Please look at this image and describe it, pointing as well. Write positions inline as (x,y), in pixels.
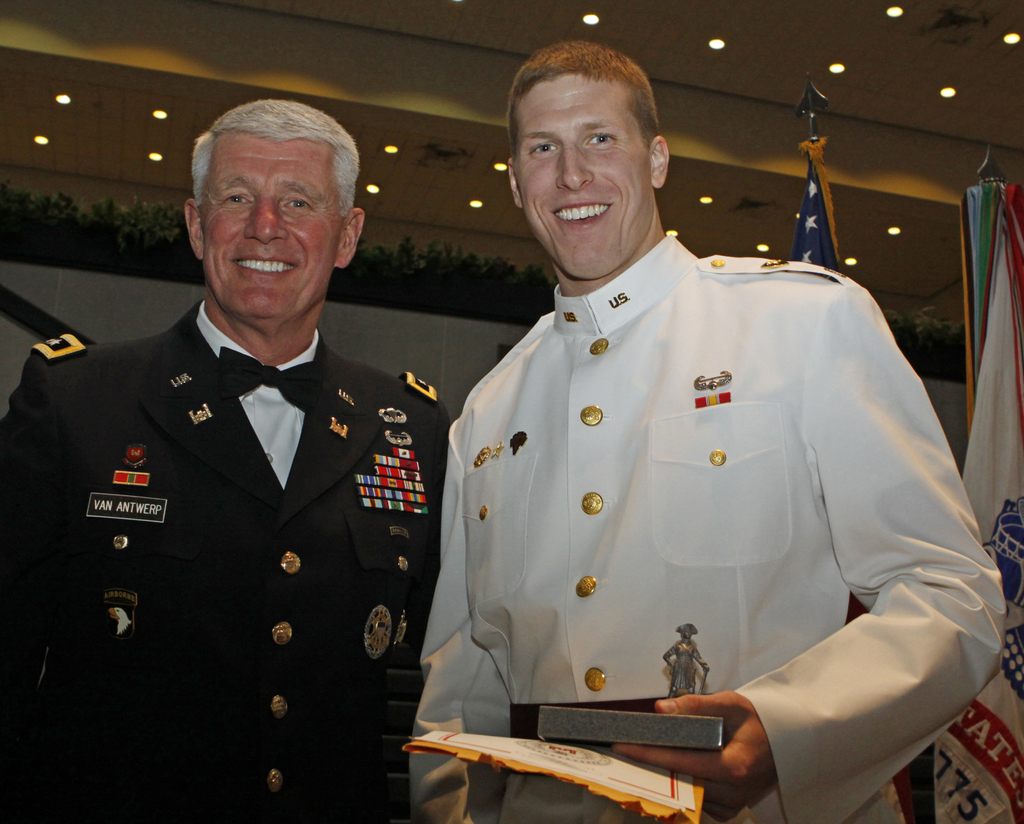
In this image I can see two men (647,352) are wearing uniforms (414,490), standing, smiling and giving pose for the picture. The man (561,434) who is on the right side (741,587) is holding a box (655,743) and a paper (579,753) in the hand (738,767). In the background (820,227), I can see few flags (1003,491). On the top (593,23) there are some lights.
